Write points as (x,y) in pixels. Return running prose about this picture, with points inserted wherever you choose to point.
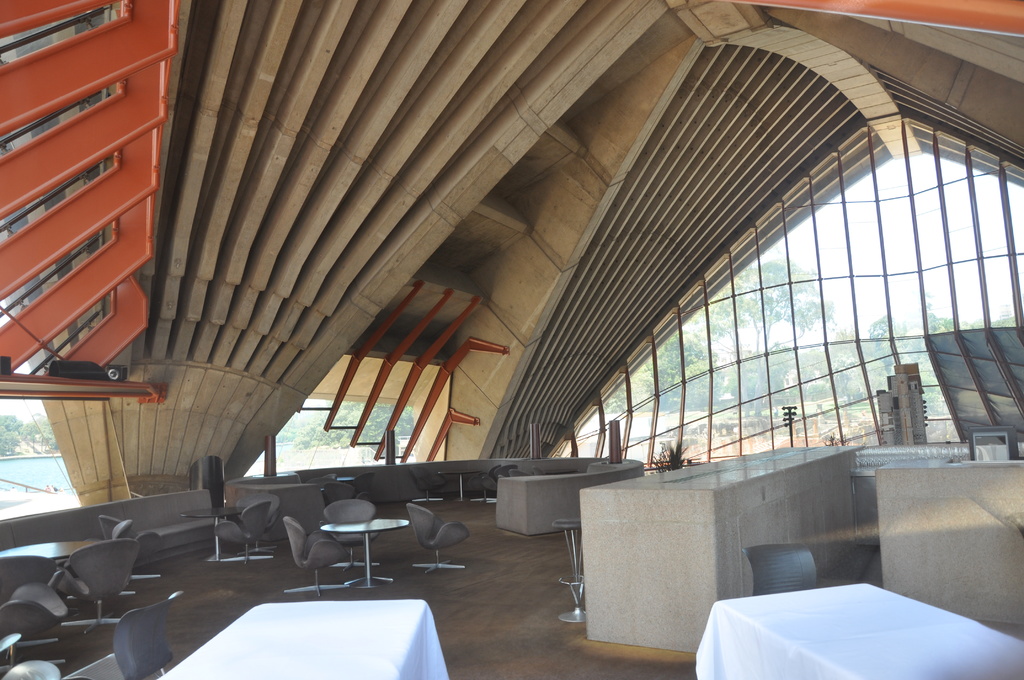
This image is clicked inside the building (141,429). At the bottom (304,548), there are chairs (148,615) and table (405,645). There are two tables (405,645) covered with white clothes (805,625). In the background (357,233), we can see the walls (372,377), and trees (881,351) through the glass (923,349).
